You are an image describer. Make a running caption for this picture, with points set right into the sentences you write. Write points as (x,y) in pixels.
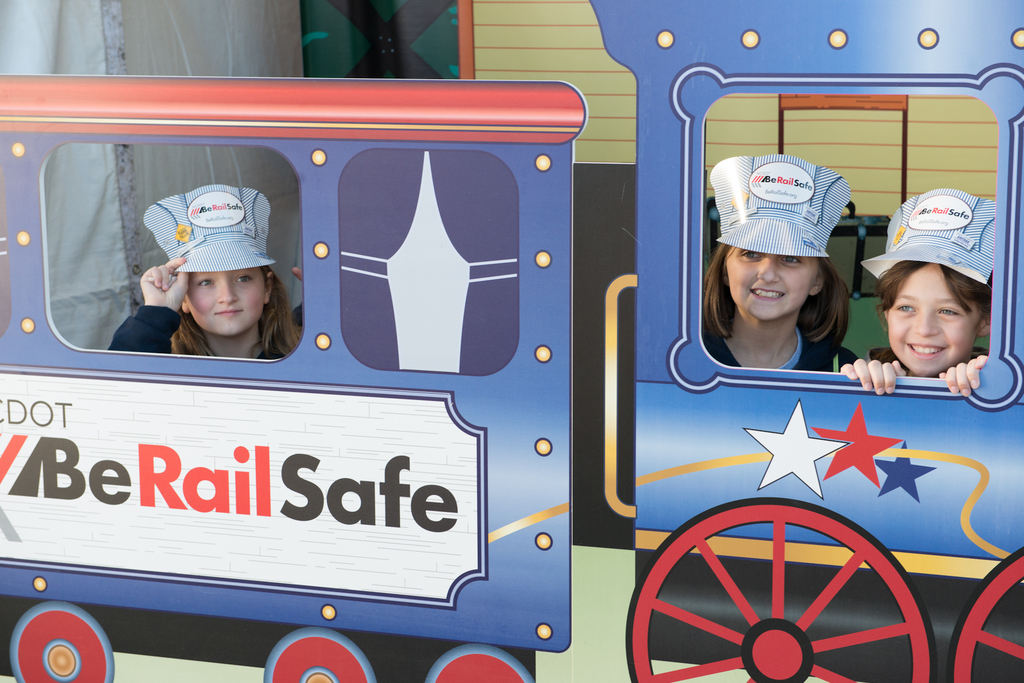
In this picture I can see people (720,330) standing behind the train shape object (511,439). I can see some text (114,499) on it. I can see the wall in the background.
